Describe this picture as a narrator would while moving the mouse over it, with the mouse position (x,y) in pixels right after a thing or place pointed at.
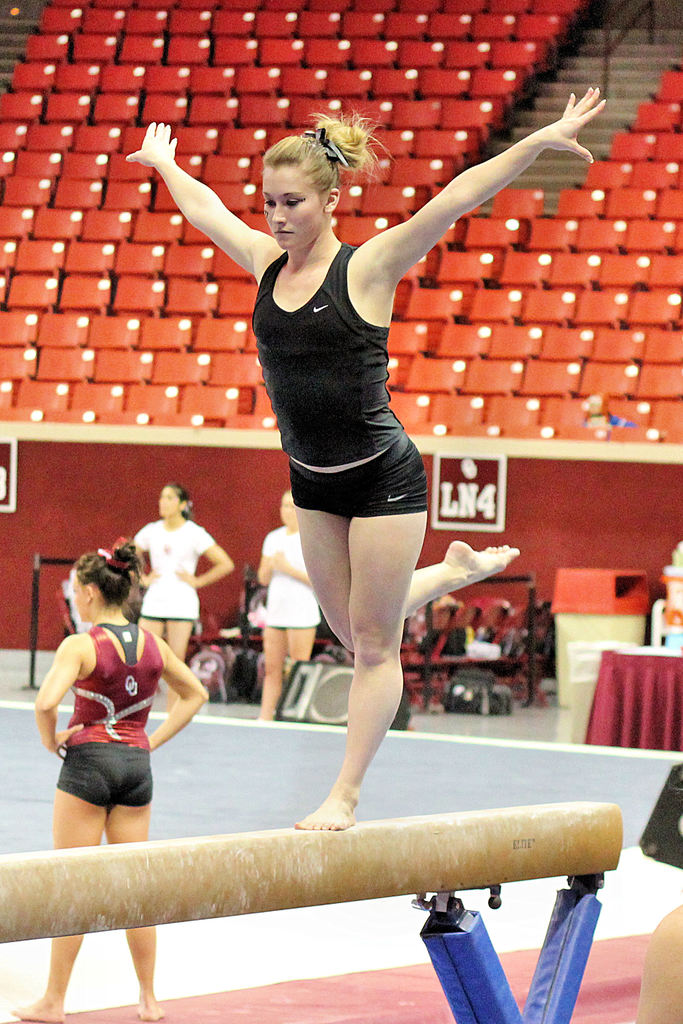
This picture is clicked inside. In a Center there is a wooden object (453,872) attached to the stand (575,928) and there is a woman (298,343) wearing black color t-shirt (327,367) and walking on the wooden object (111,891). On the left (87,635) there is another woman (134,663) wearing red color t-shirt (125,698) and standing on the ground (285,950). In the background (609,306) we can see the chairs (572,194), stairs (576,86) and some other objects (253,608) and two women (280,590) wearing white color t-shirts (163,535) and standing on the ground (162,690).
